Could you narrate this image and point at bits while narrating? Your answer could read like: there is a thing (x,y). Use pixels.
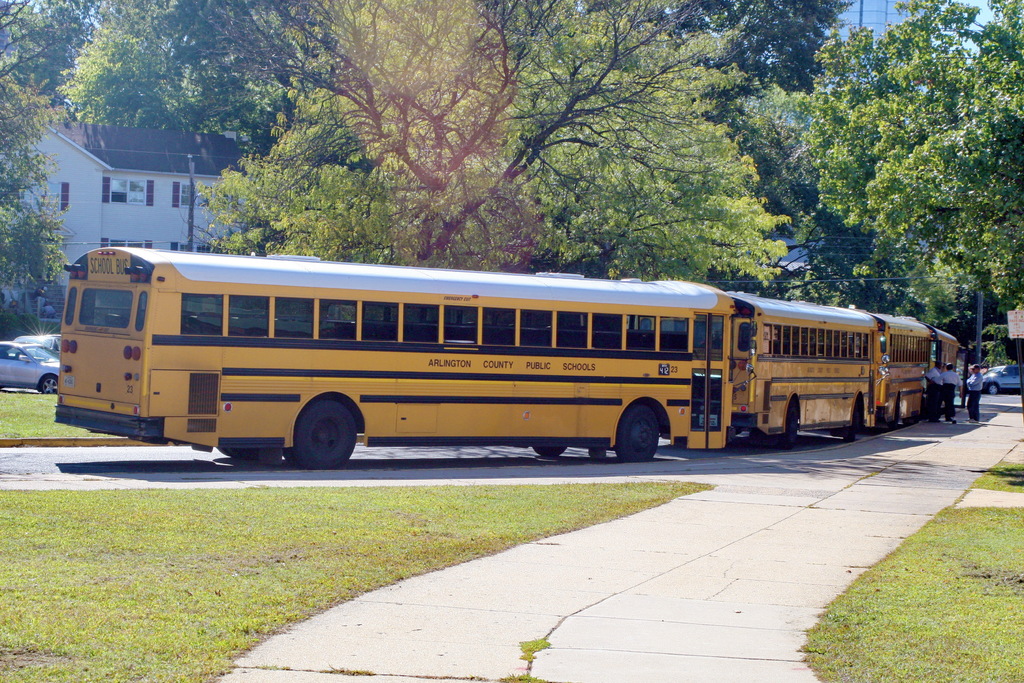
Here we can see buses (510,396) and cars (1014,368). Background (306,226) there are trees (352,147) and buildings (165,186). Beside these buses (857,401) we can see people (928,399) and grass (290,548). These are glass windows (786,343).
